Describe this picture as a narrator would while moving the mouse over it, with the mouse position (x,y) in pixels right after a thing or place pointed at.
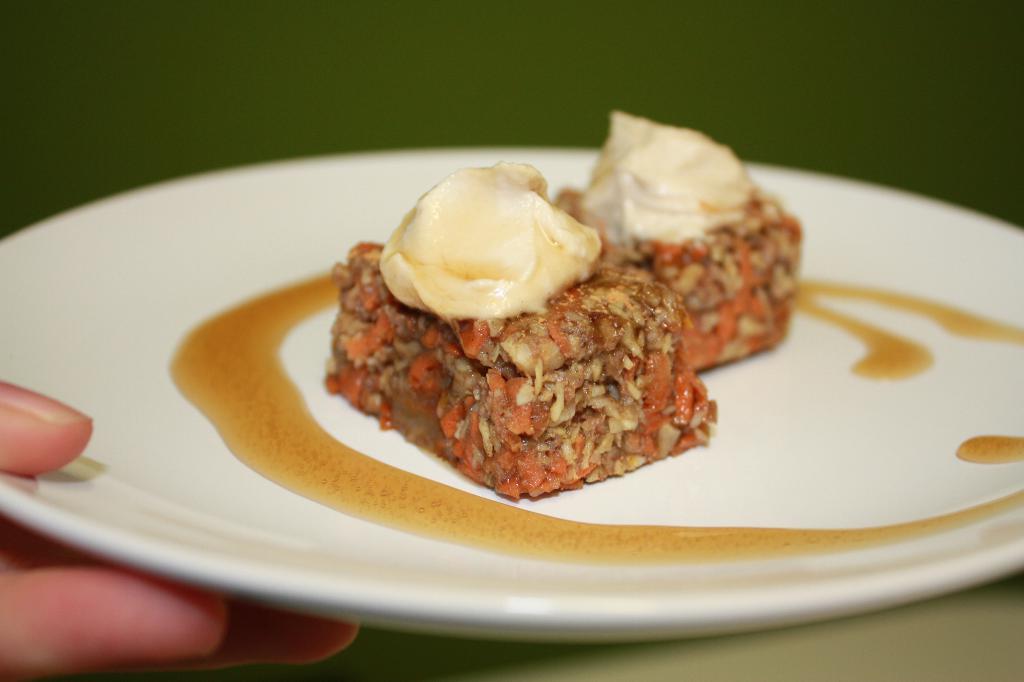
In this picture I can see food (408,336) in the plate (822,459) and I can see a human hand (28,454) holding the plate (142,550) and I can see blurry background (738,80).
